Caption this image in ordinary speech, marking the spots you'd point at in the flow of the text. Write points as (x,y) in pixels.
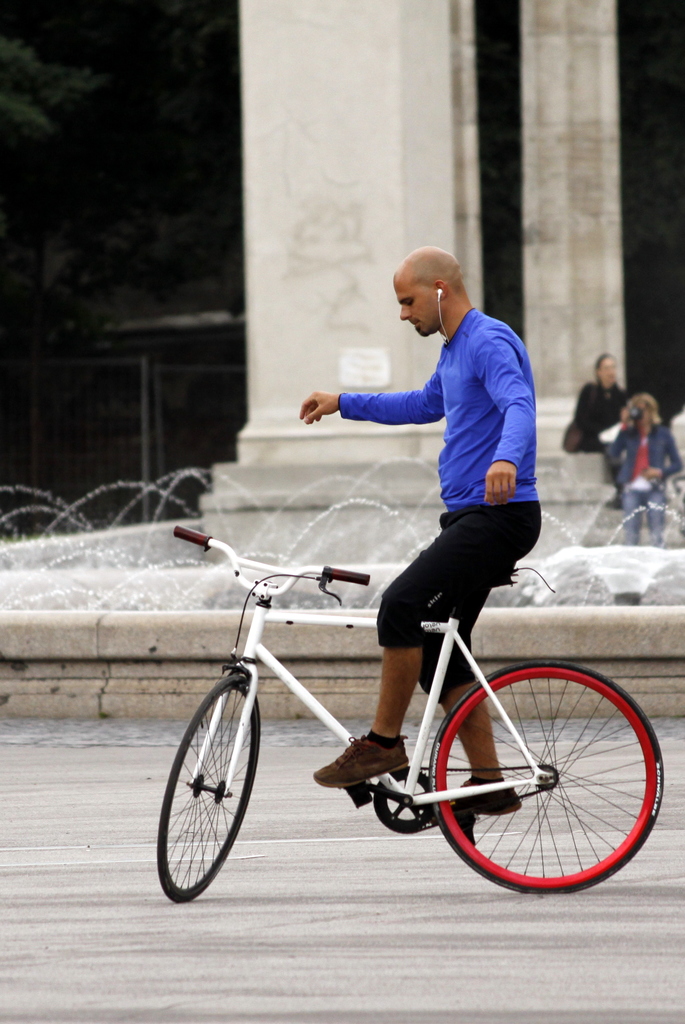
There is a man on the bicycle (660,804). This is road (101,858) and there is a pillar (581,45). Here we can see two persons (600,396).
